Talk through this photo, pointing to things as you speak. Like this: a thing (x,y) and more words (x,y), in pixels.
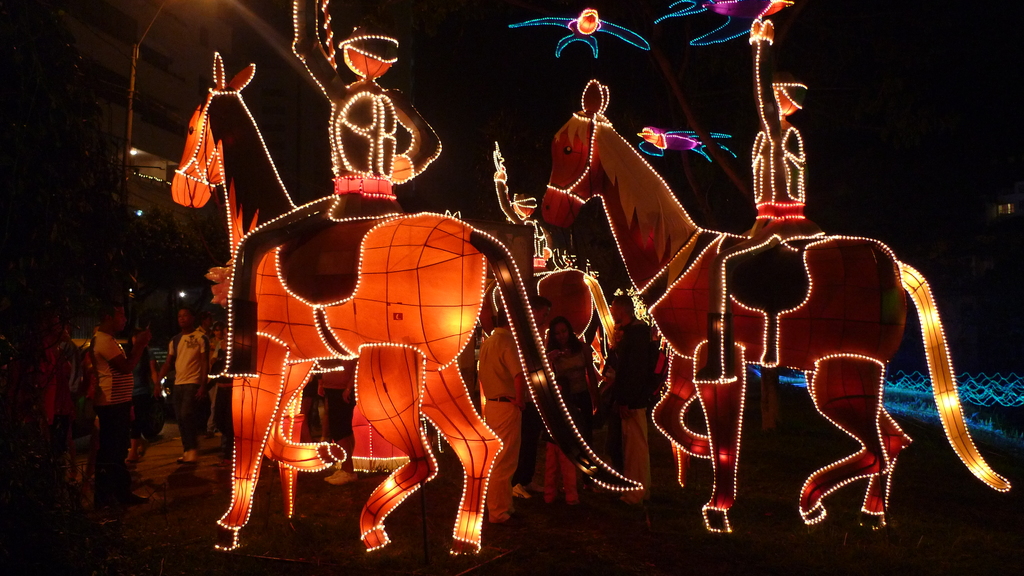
In this picture we can see the cardboard horse (629,246) and decorated with lights (804,265). On the bottom left corner (127,393) we can see group of person (187,329) standing near to the building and trees (110,223). On the right (805,402) we can see the grass (970,412) and fencing (989,388).
